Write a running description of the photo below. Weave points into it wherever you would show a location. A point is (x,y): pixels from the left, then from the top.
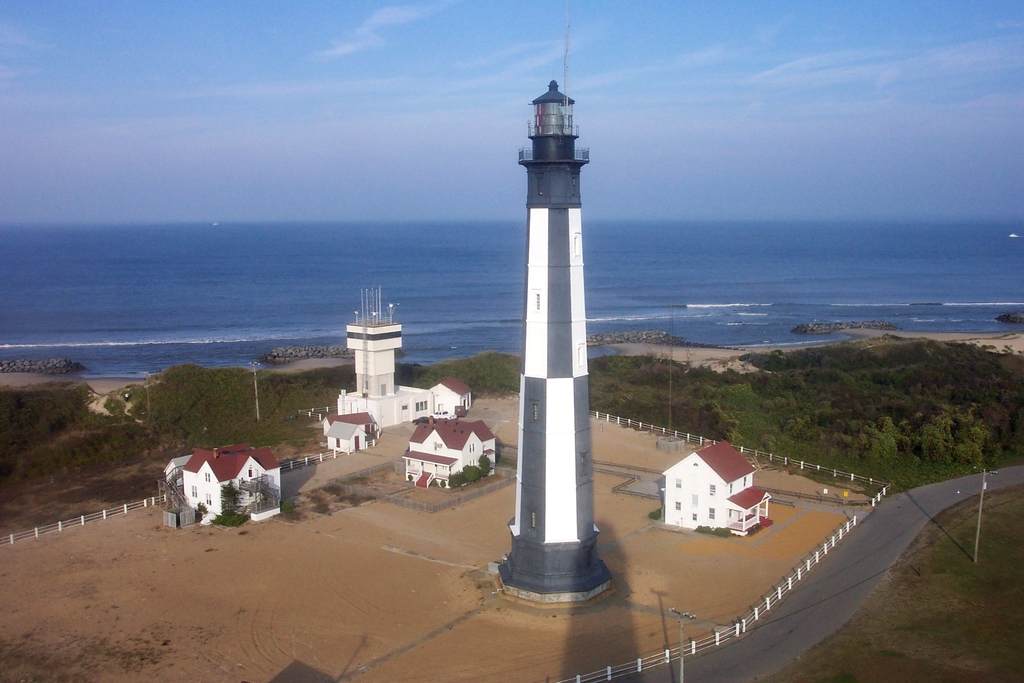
In the image in the center (484,363) we can see buildings (479,447), trees (333,397), poles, tower (560,270), wall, roof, fence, road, grass (300,408) and ground (642,486). In the background (466,128) we can see the sky (201,148), clouds (483,85) and water (596,242).
